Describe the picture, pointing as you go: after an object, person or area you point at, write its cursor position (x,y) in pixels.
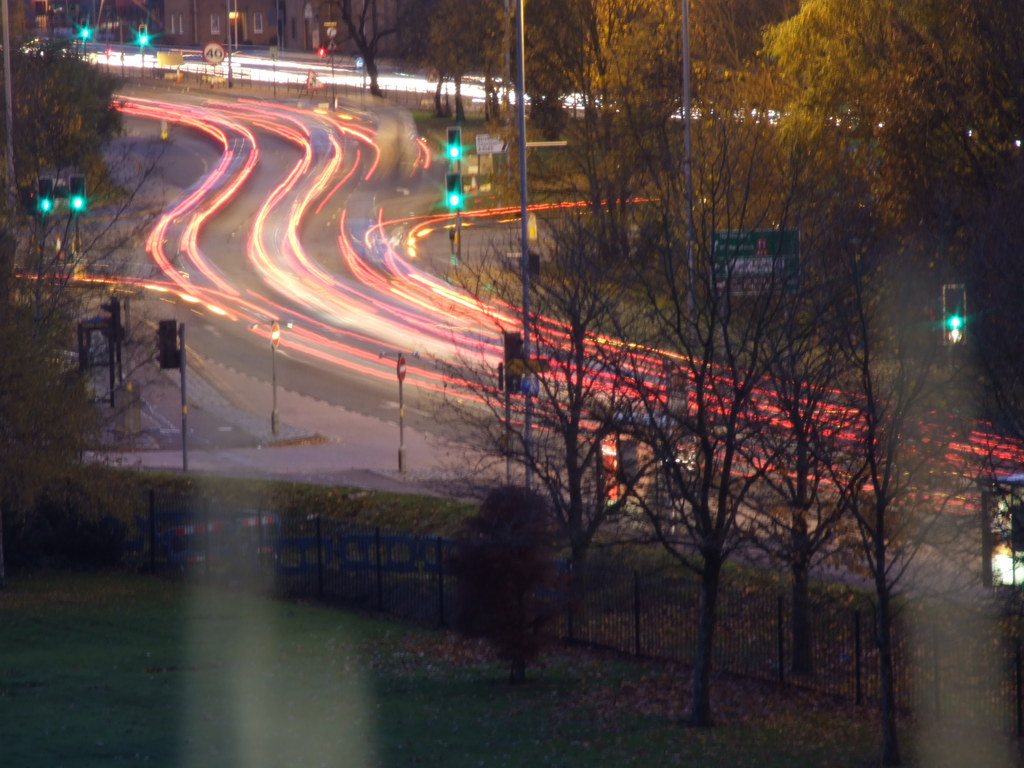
In this picture we can see vehicles (342,132) moving quickly on the road (313,354) surrounded by trees (538,114) and grass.
